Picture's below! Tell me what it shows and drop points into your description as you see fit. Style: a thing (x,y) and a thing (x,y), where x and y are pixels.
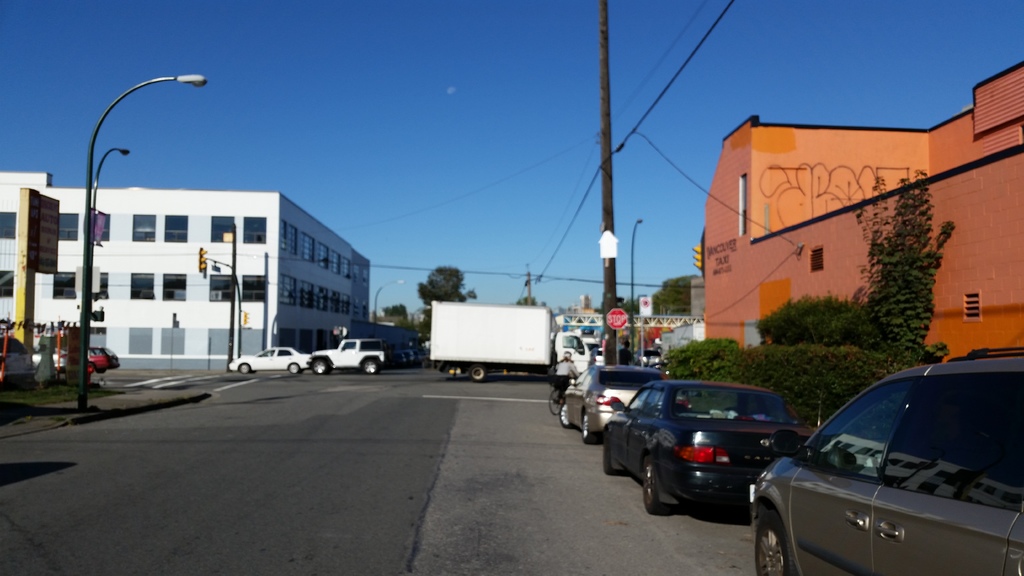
In this image we can see the buildings (711,270), trees (657,303), shrubs (684,351), light poles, vehicles (473,361), boards (623,322), wires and also the road (470,461). We can also see the sky (483,81).
